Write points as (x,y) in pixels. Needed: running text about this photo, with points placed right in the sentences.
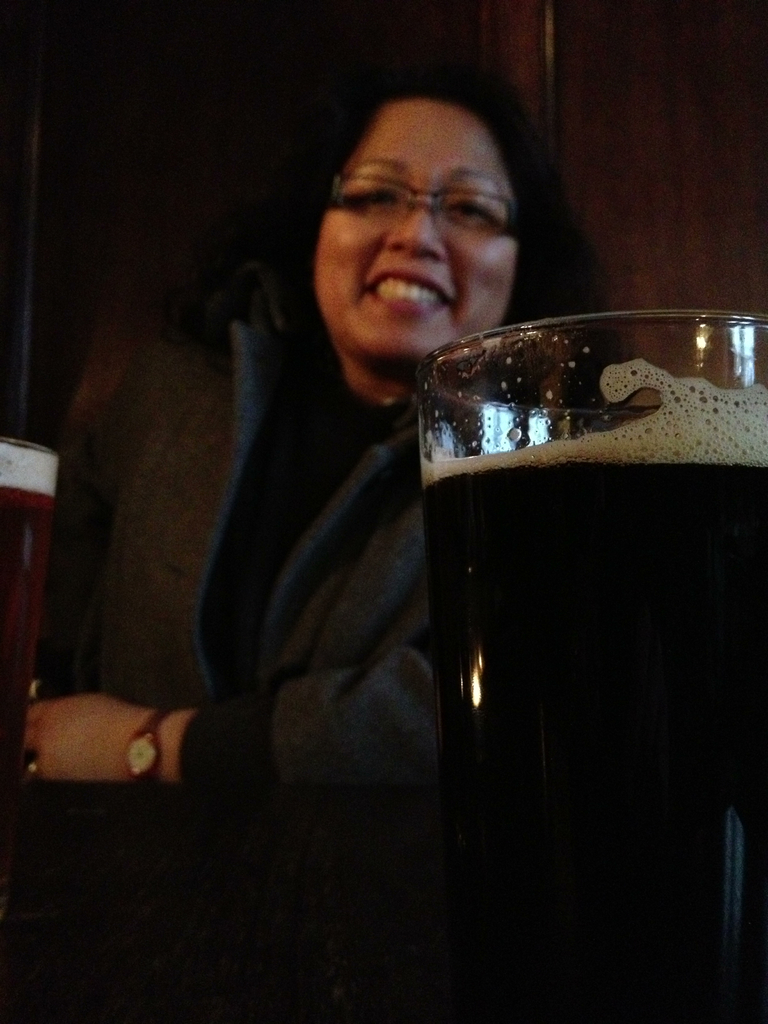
In this picture I can see glasses (744,987) with liquids (474,561) in it, on the table (405,989). I can see a woman (449,282) smiling, and there is dark background (699,86).
